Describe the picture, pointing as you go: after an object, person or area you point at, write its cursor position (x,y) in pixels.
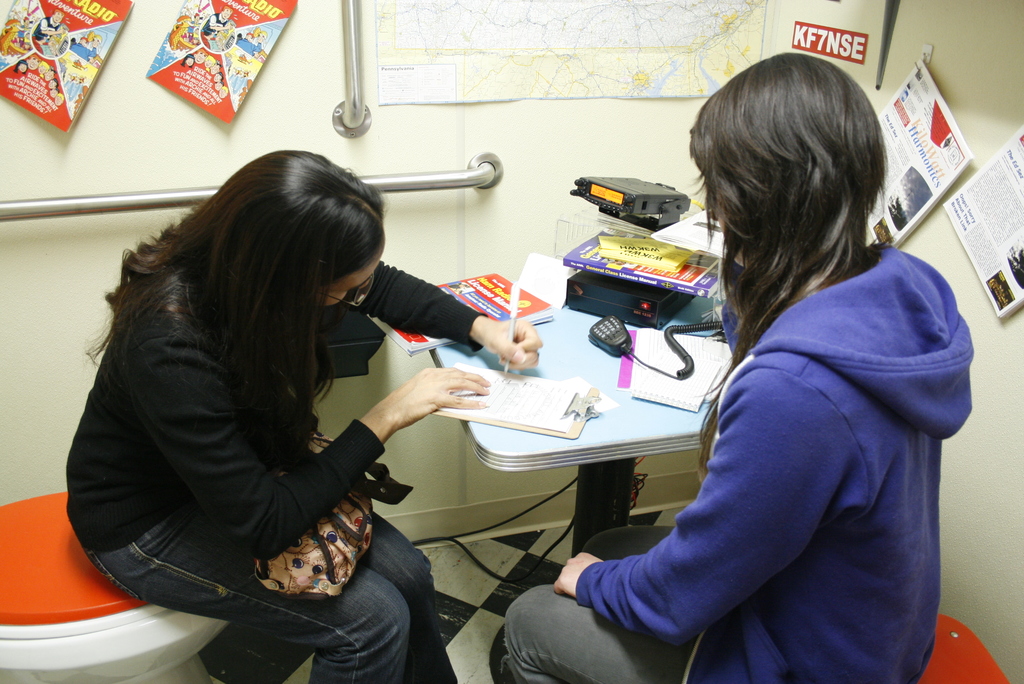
In this image, we can see two people (136,574) are sitting. On the left side (252,499), a woman (291,496) is holding a pen (512,331). There is a bag (339,531) on her lap (369,559). Background we can see a table (635,433). So many objects (698,385) are placed on it. Here we can see a wall (525,157) with rods (172,190), some posters (379,101), papers (962,201) we can see.
